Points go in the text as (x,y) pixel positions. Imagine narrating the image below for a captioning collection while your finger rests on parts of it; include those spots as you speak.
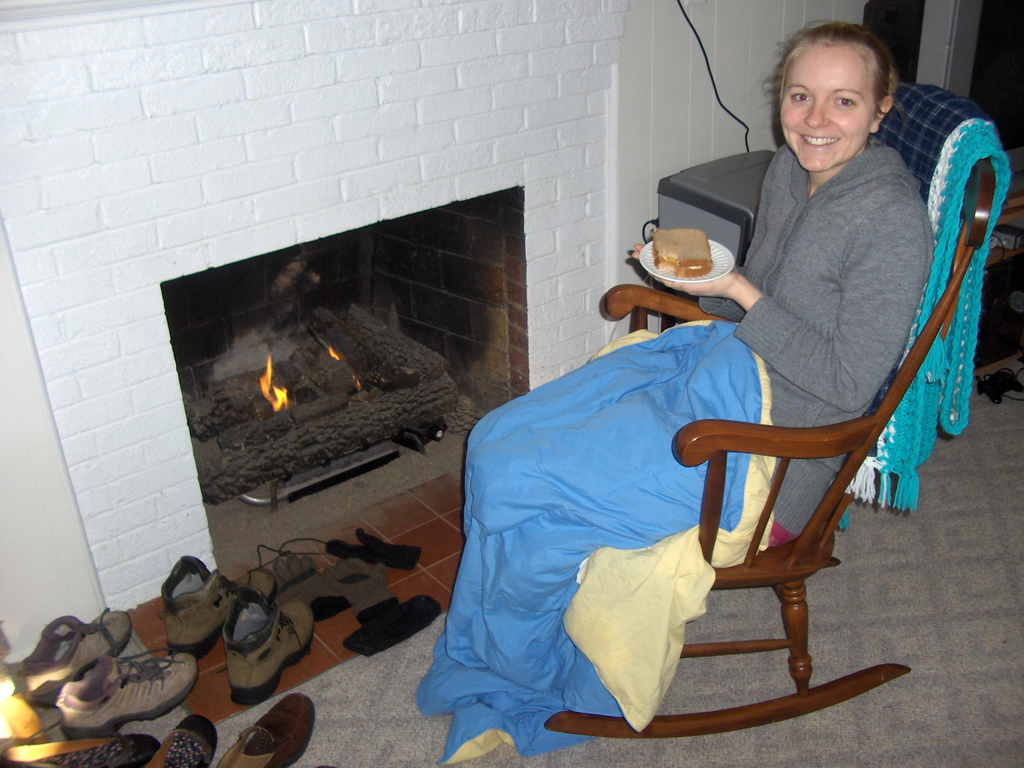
On the right side of the image (689,376) we can see a person (774,396) is sitting on the chair (677,297) and she is smiling. And we can see she is holding some object (697,258) and we can see a blanket (689,412) on her. On the chair (967,205), we can see the clothes (968,122). In the background (404,7), there is a wall (359,195), fireplace (345,390), shoes (231,621), socks (369,582) and a few other objects (328,452).
